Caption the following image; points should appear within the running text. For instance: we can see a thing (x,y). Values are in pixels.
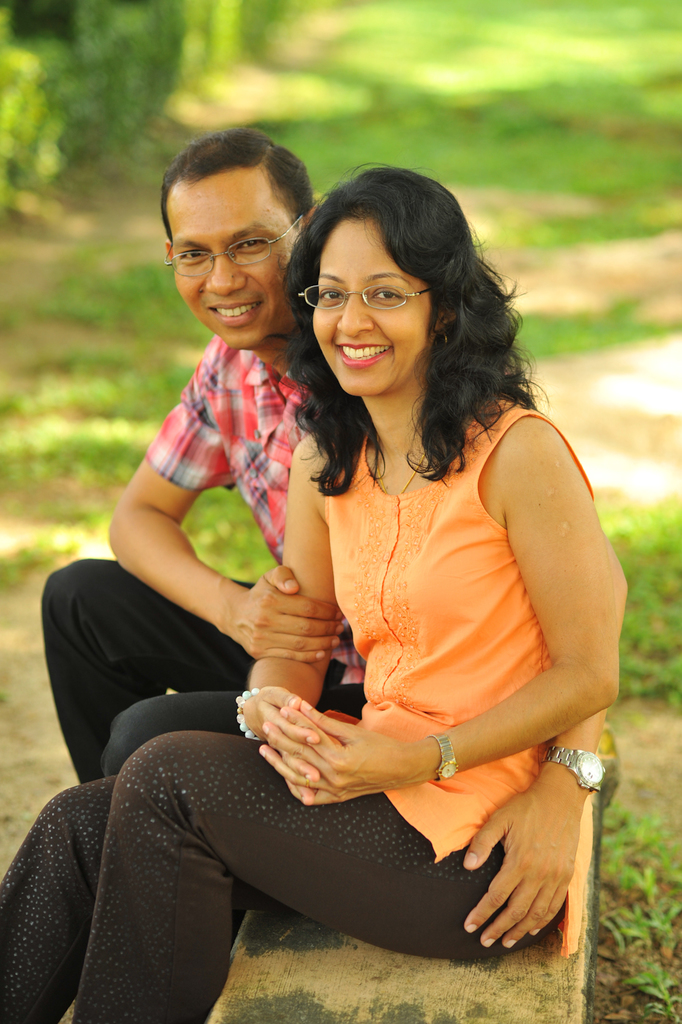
In this image there is a man (262,446) and a woman (456,508) sitting on a bench (320,948). They are smiling. Behind them there are plants (131,39) and grass (570,175) on the ground (514,214).
